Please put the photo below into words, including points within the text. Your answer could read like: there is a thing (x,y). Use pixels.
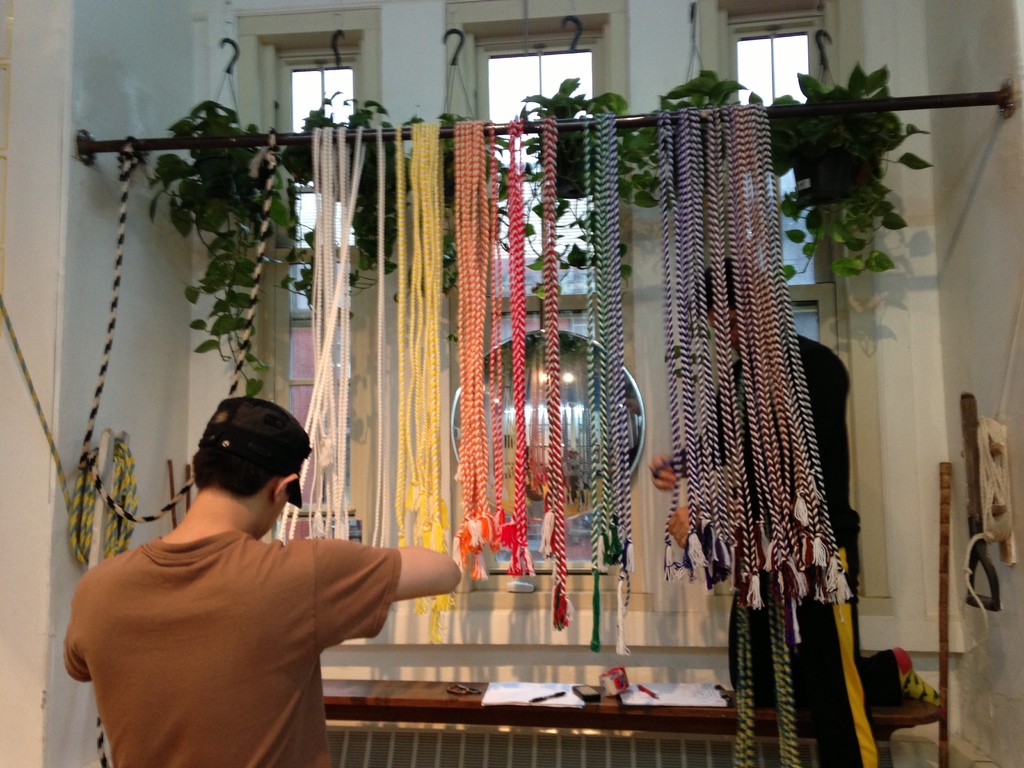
In the picture we can see a man (135,703) standing near the desk (403,706), the desk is with wood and a man (126,755) is with brown T-shirt (281,551) and black cap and top of him we can see a rod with some threads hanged for it and they are of different colors, and behind it we can see a window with white color frame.
